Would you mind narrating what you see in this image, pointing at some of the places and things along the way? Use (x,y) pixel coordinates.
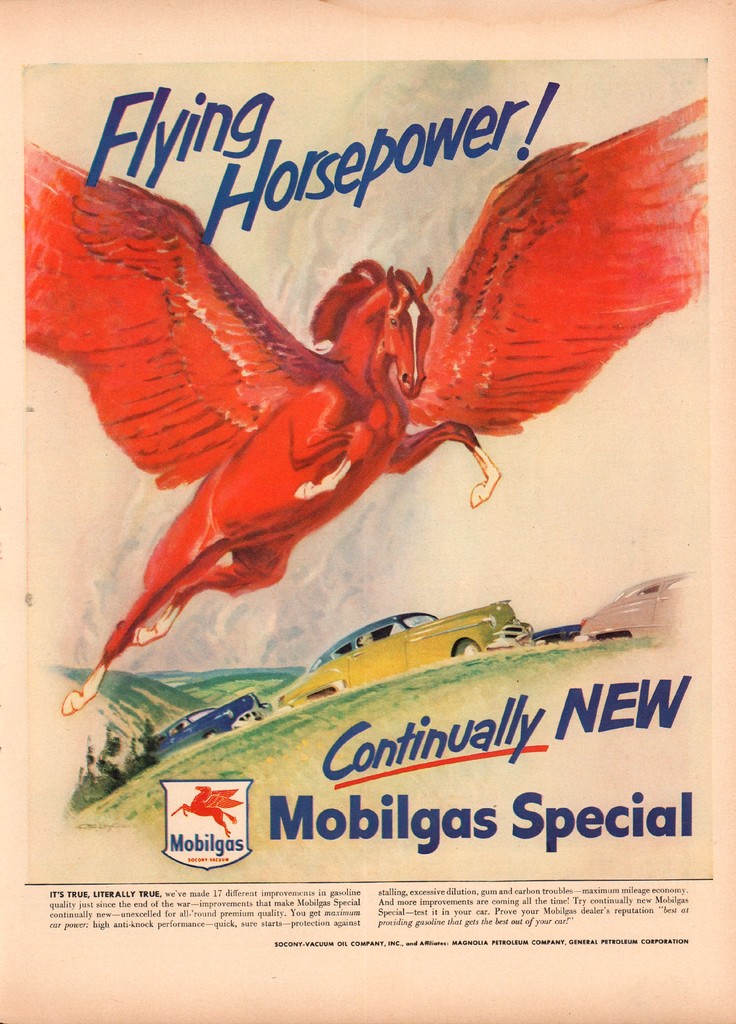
In this picture we can see a paper (130,716) and on the paper (174,642) there is a flying horse (274,445), cars (319,676) and hills (160,722) and on the paper (343,466) it is written something and a logo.
